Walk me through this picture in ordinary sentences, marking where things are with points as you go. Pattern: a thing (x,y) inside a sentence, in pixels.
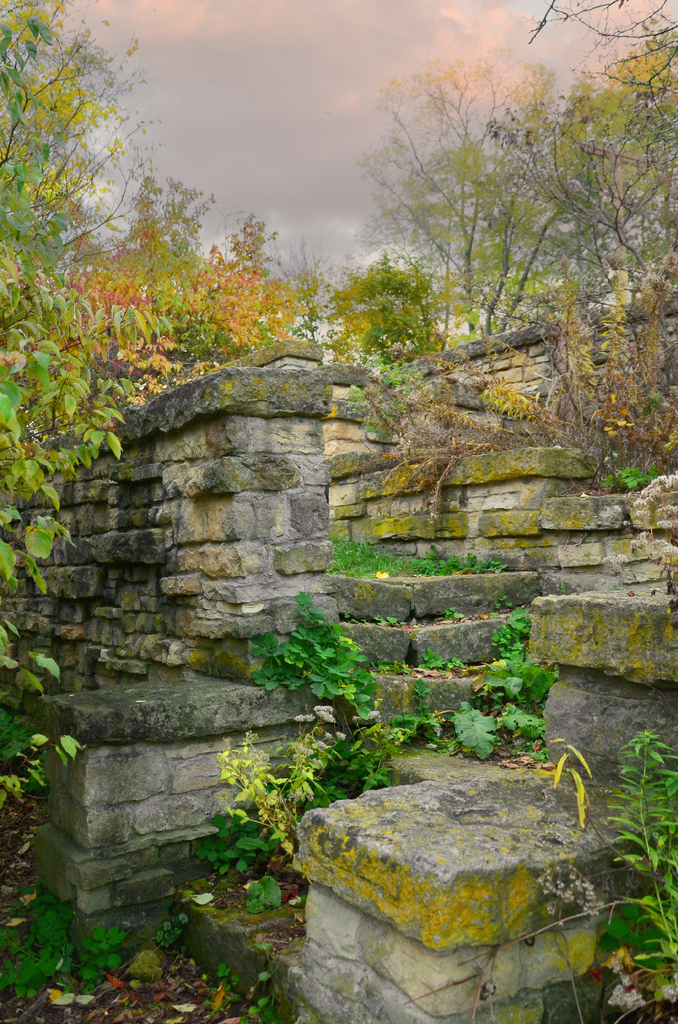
Here we can see wall (266,383), plants (340,681) and in the background (364,264) there are trees (593,260) and clouds (328,129) in the sky (262,163).
